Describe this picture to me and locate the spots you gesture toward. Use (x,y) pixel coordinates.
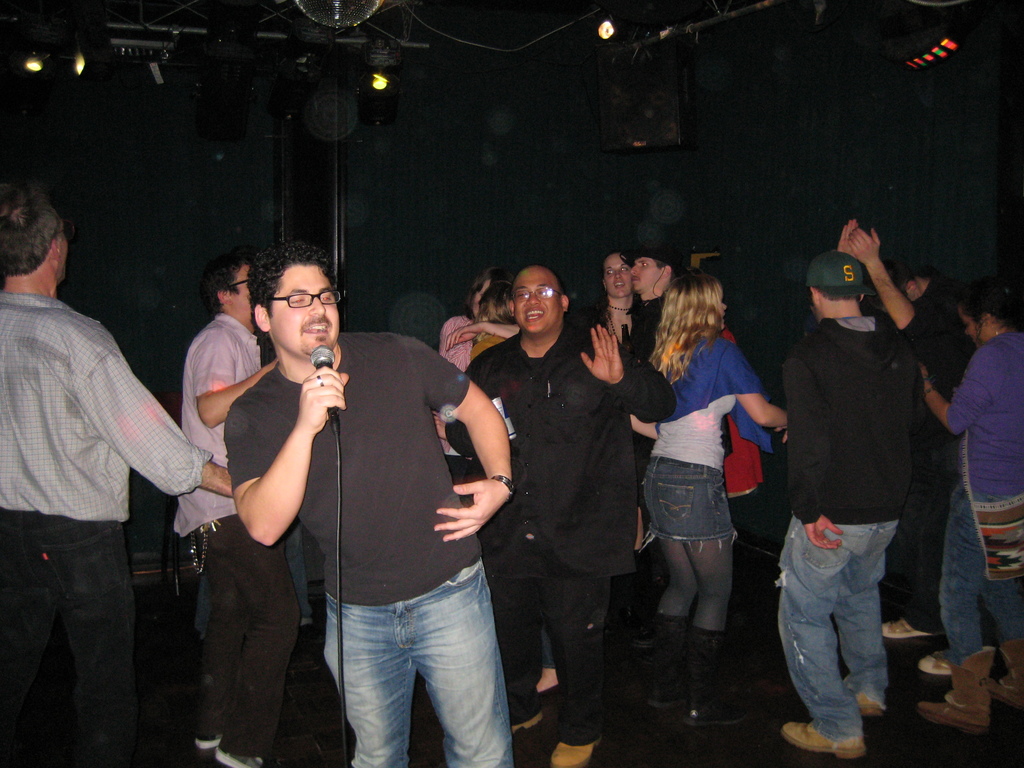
This picture is clicked inside the room (257,190). In the center (656,410) we can see the group of people (198,380) dancing on the ground (650,614). In the foreground (345,344) we can see a man (385,464) wearing t-shirt (393,489), holding a microphone (315,363), standing and seems to be singing. In the background (458,191) we can see the wall (587,201), focusing lights (305,76) and many other items (333,15).
